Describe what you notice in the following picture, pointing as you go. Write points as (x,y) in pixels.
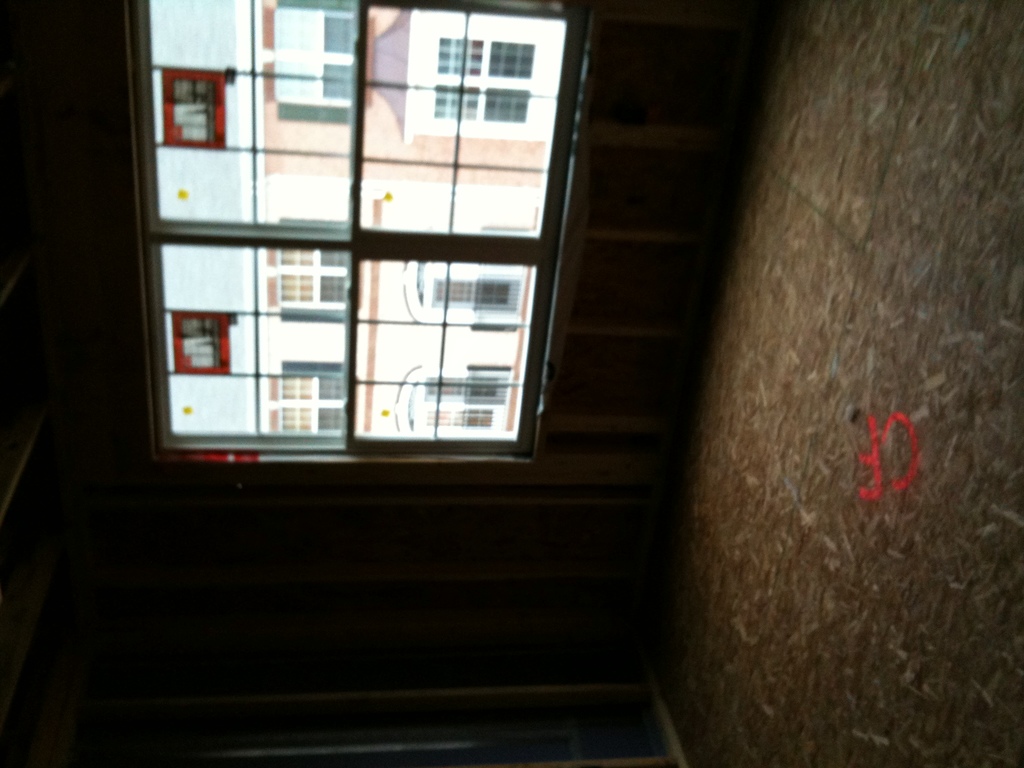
In the center of the image (548,334) there is a window (437,202). To the right side of the image (862,264) there is wall (733,563).
